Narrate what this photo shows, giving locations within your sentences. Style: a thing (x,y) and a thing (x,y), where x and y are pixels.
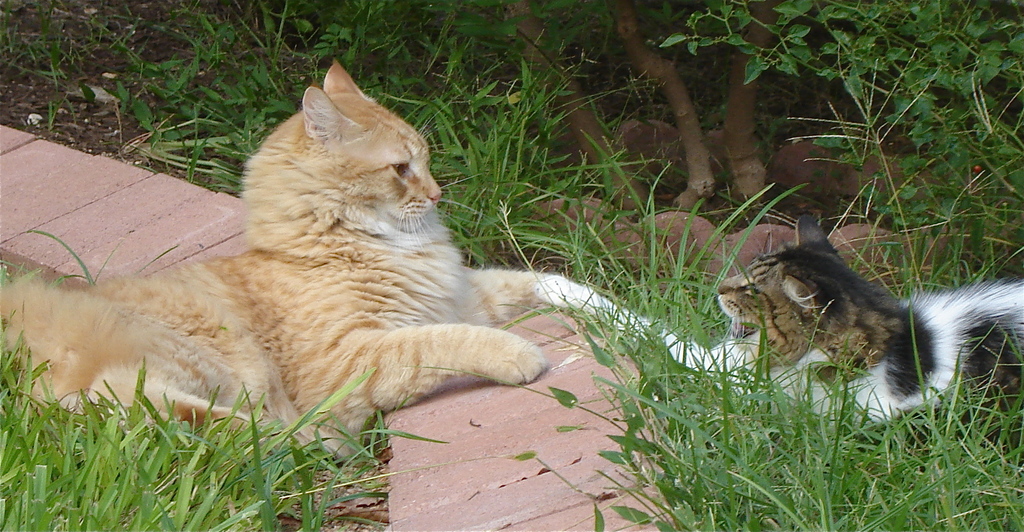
In this image I can see two cats (345,233) on grass (724,419), brick path (537,422) and plants (731,137). This image is taken may be in a park (600,358) during a day.
